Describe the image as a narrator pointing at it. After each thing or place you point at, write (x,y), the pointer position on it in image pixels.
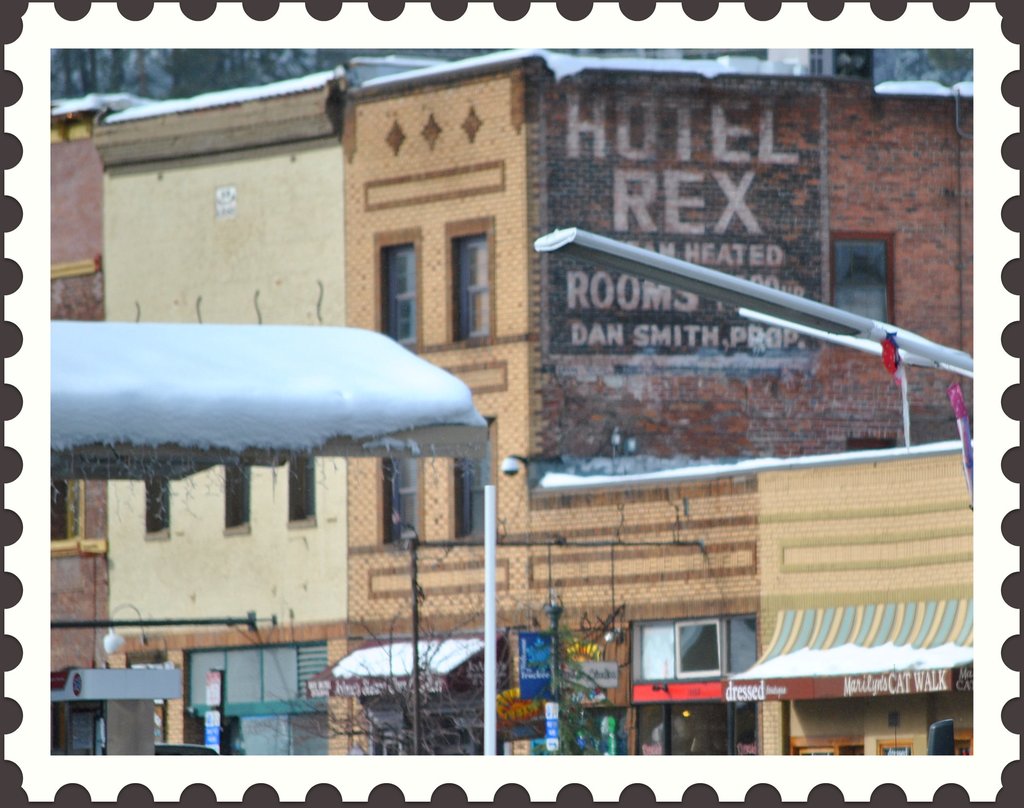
In this image there are buildings (419,207), in front of the buildings (493,348) there are shops (496,647), in front of the shops (457,645) there are lamp posts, CCTVs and trees (563,719).
